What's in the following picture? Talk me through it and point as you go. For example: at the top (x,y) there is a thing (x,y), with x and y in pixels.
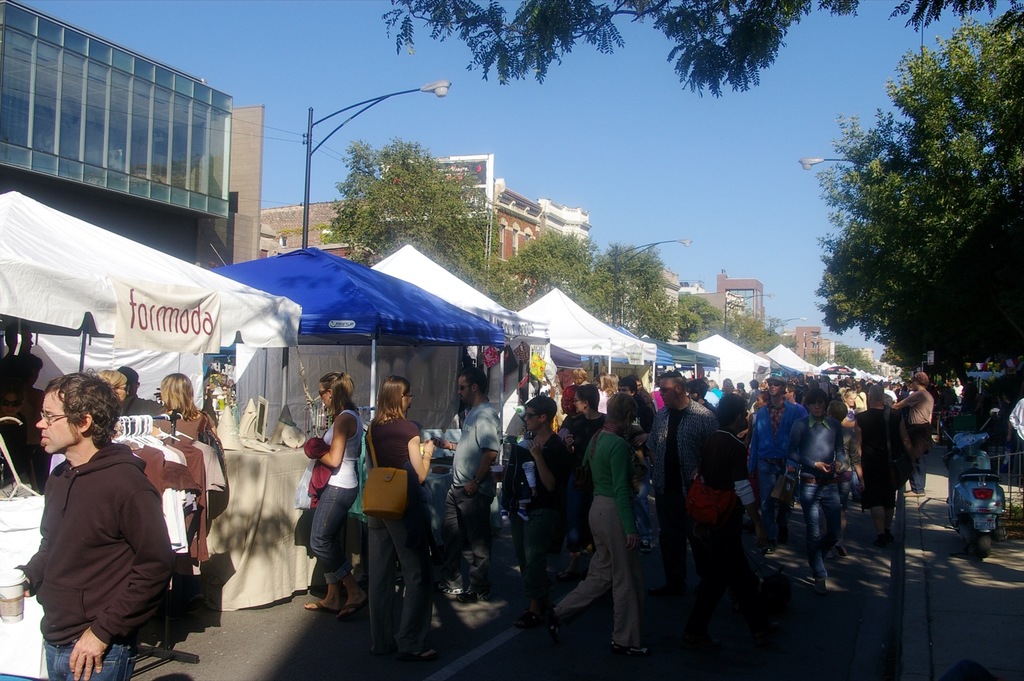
In this image I can see people (538,548) among them some are holding objects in hands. Here I can see stalls (652,356), trees (507,297), street lights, buildings (820,349) and a vehicle (960,508). In the background (804,123) I can see the sky (757,155).
